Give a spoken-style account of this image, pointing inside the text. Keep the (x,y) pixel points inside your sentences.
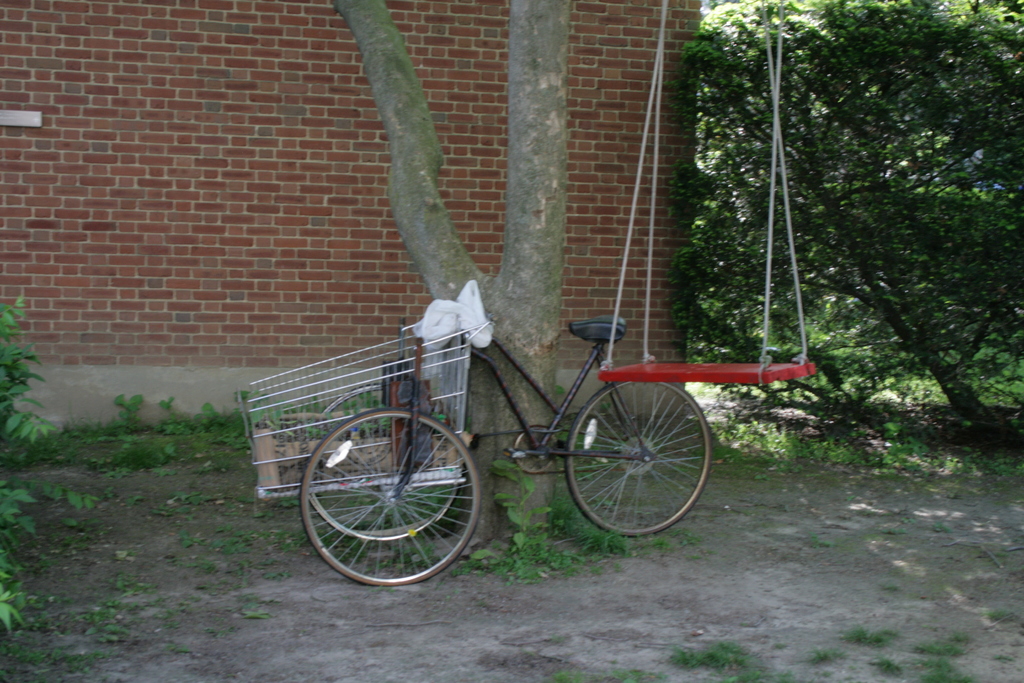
In the middle of this image (532,395) there is a tree trunk (544,409), bicycle (414,451), trolley (329,378) and a swing (720,366). At the bottom (570,508), I can see the plants (181,451) on the ground (718,588). In the background (70,133) there is a wall (382,330). On the right side (922,243) there is a tree (847,256).
